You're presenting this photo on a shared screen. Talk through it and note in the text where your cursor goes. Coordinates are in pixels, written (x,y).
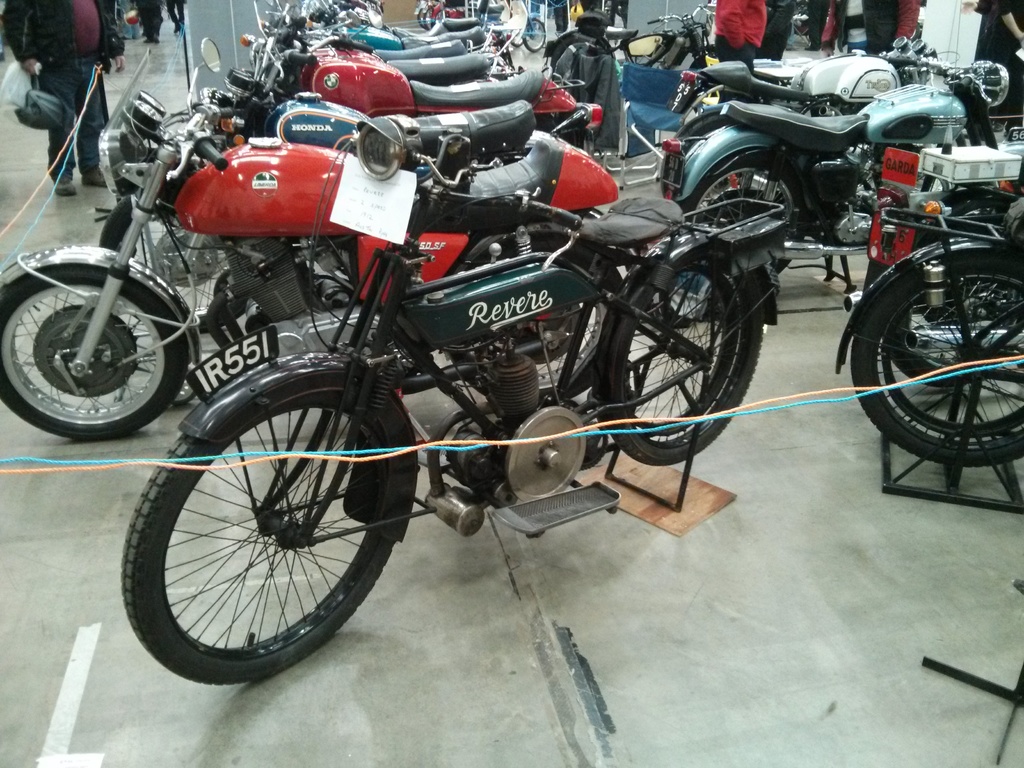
This image consists of many bikes (497,327). In the front (529,316), we can see a bike (516,320) in green color. At the bottom (355,710), there is a floor (98,562). On the left (70,76), we can see a person (95,95) holding a bag (58,110) and standing.
